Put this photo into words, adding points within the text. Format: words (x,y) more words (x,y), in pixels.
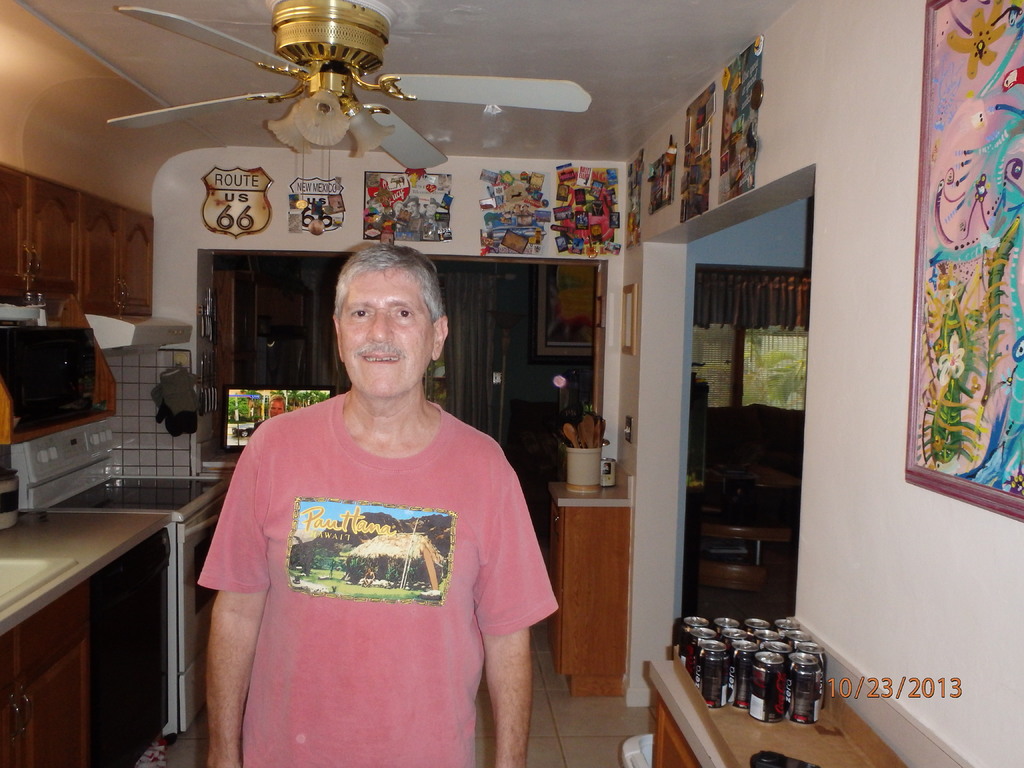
As we can see in the image there is a wall (868,353), photo frame (1010,125), paper (544,182), can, a man (309,679) standing in the front (368,419) and there is a dishwasher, stove (86,445) and a table (676,725). On table (725,732) there are tins (764,636).
